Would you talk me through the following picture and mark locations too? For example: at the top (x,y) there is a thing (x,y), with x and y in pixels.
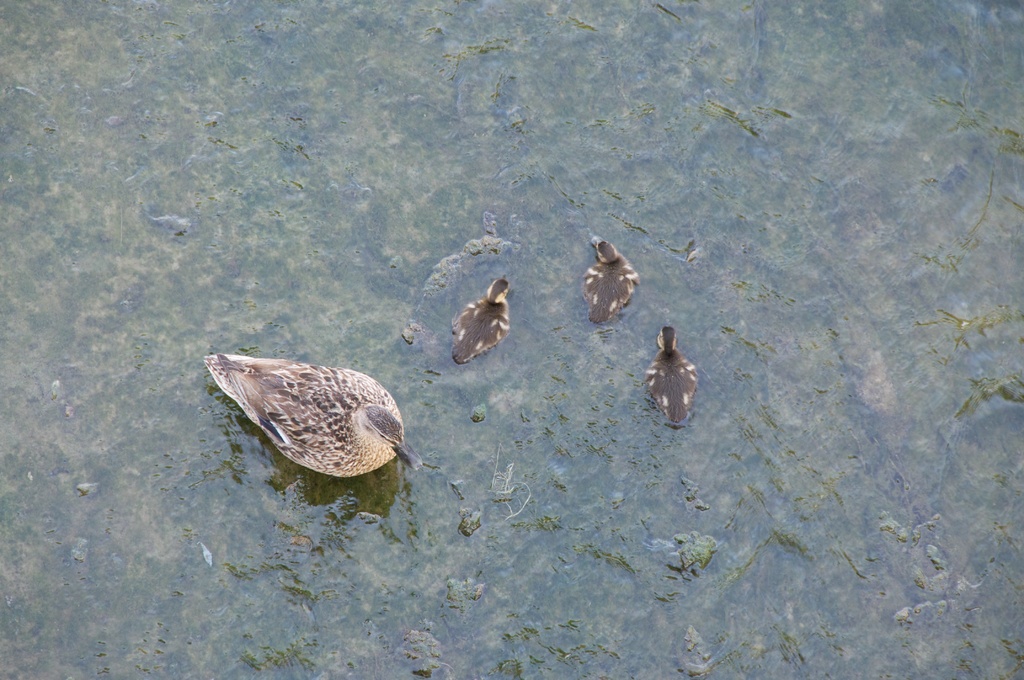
In this image we can see there are few birds (392,408) in the water (588,572).
